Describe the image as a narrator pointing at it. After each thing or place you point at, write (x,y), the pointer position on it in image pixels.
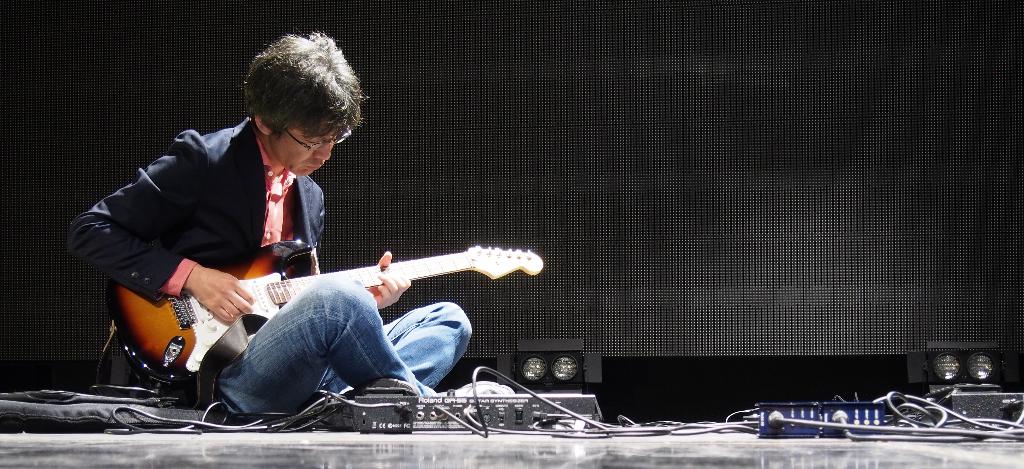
Here we can see that a person (218,134) is sitting on the floor (498,439) and playing guitar (365,283), and here are the wires (648,432), and some objects (546,410) on the floor (535,438), and here are the lights (555,364).
